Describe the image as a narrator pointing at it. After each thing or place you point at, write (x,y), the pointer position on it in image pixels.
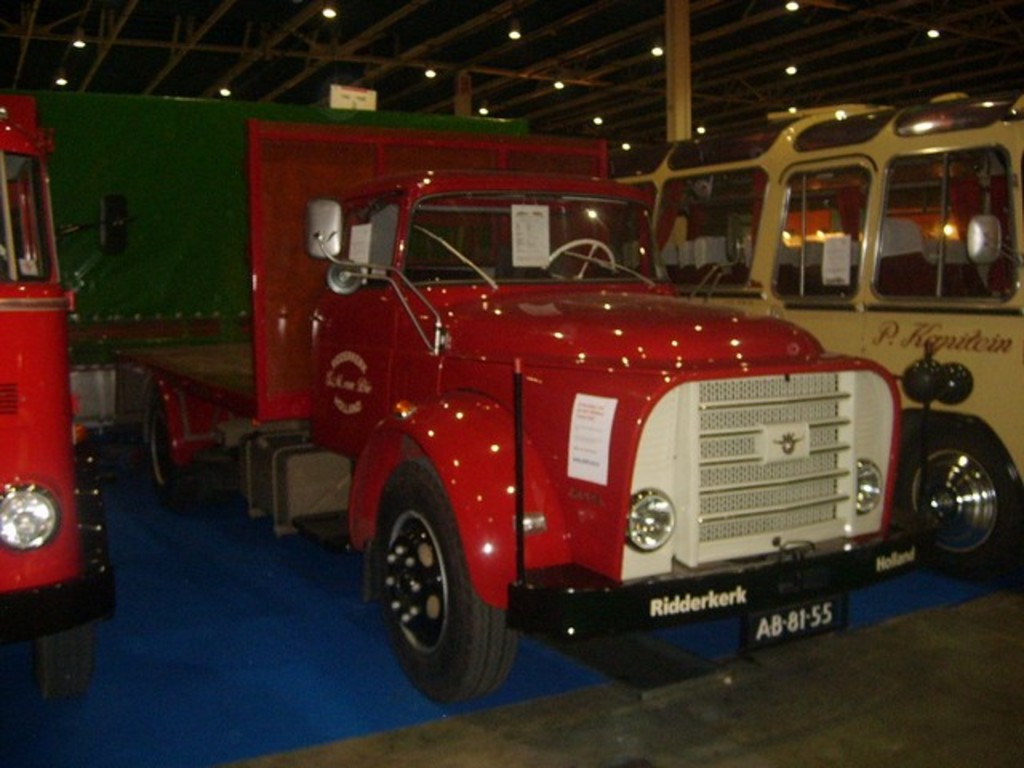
In the image there are three vehicles (910,438) on the blue carpet floor (293,722) and above there are lights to the ceiling (549,89).
